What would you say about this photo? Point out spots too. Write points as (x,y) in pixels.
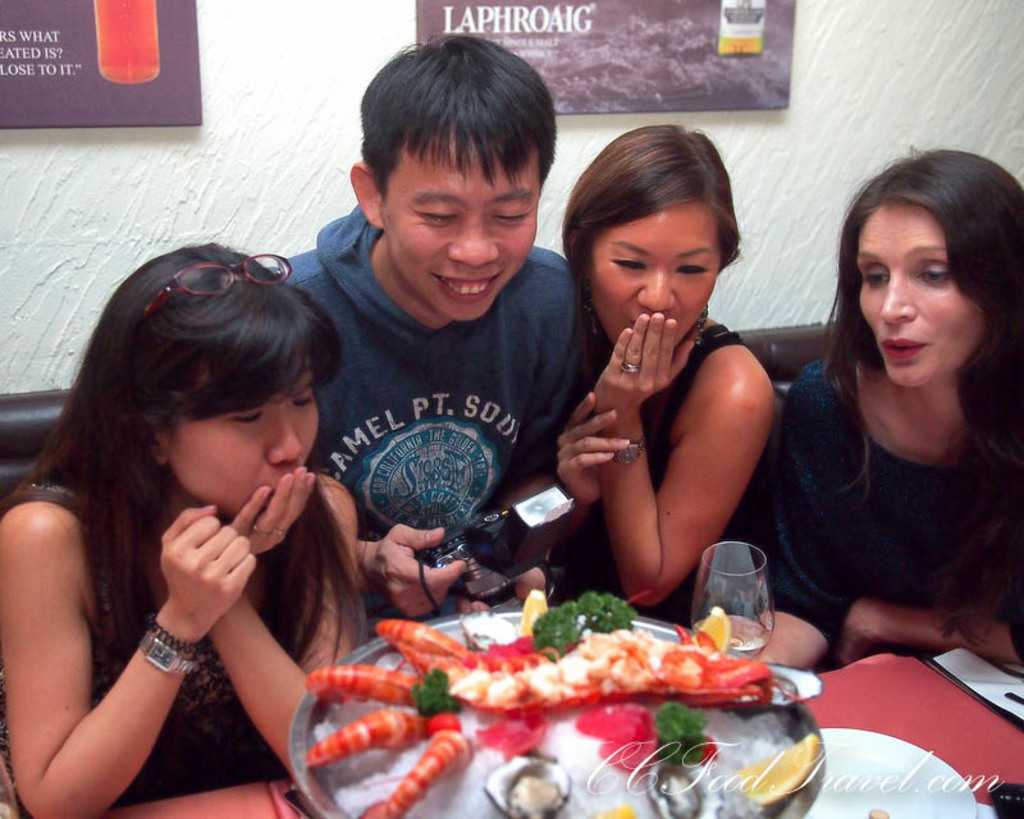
In this picture, we can see four people (110,544) are sitting on a couch (19,424) and a man (403,463) is holding a camera (505,577). In front of the people (815,470) there is a table (859,686) and on the table (873,691) there is a glass (736,581), plate (895,797) and some food items (536,684). Behind the people (717,411) there is a wall (835,99) with posters (37,102).
